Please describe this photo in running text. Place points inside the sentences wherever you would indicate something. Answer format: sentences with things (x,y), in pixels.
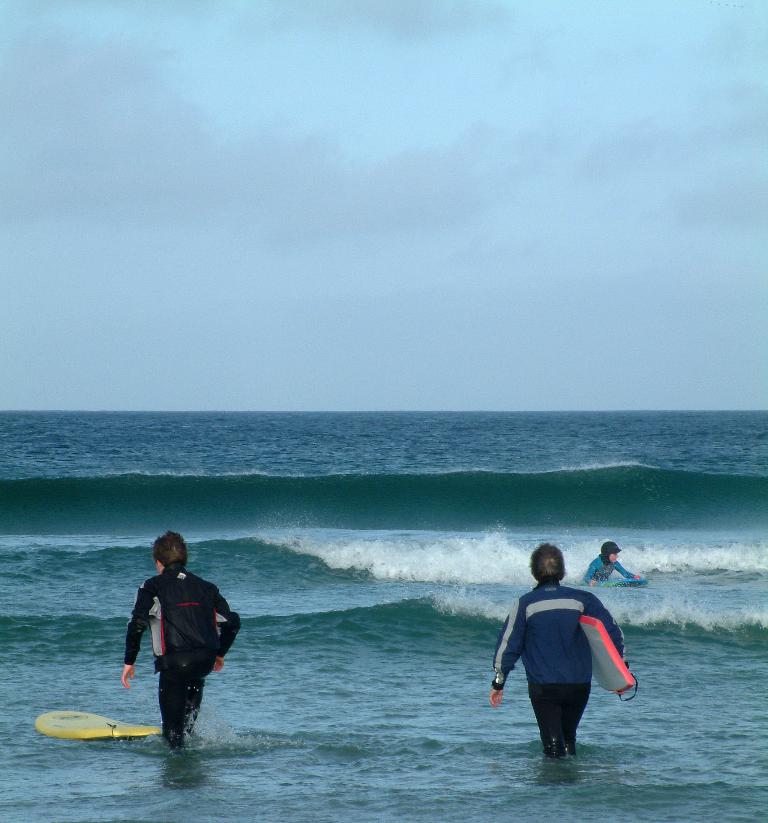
This is an ocean (523,466). Sky (495,209) is cloudy. This person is surfing a board (622,582). This person (552,636) is holding a surfboard (607,672). This person (162,674) is standing.
